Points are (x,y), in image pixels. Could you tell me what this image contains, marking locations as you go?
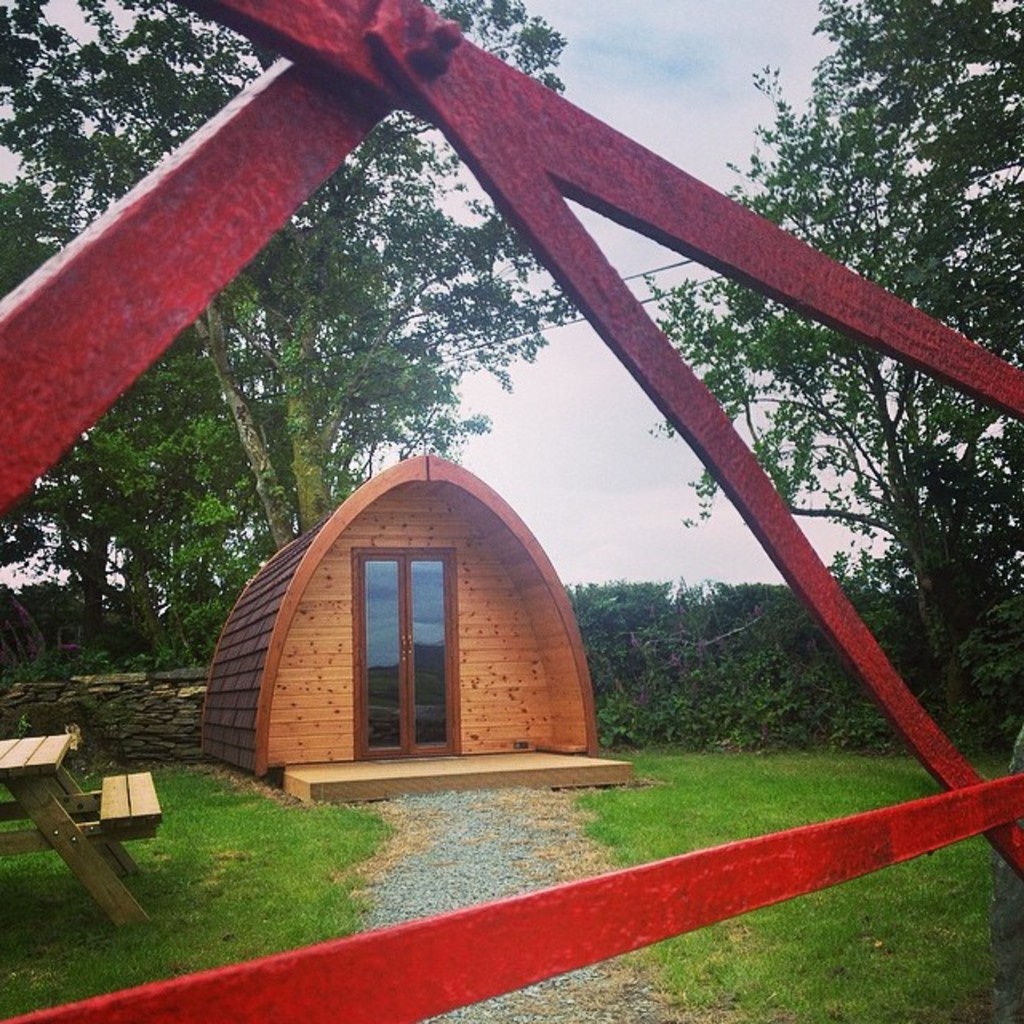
In the center of the image (418,643) there is a shed (436,677). On the left (5,766) there is a bench (81,823). In the foreground (225,219) we can see rods (225,219). In the background (415,431) there are trees (932,473), hedge (681,701) and sky (570,464). At the bottom (842,961) there is grass (828,975).
